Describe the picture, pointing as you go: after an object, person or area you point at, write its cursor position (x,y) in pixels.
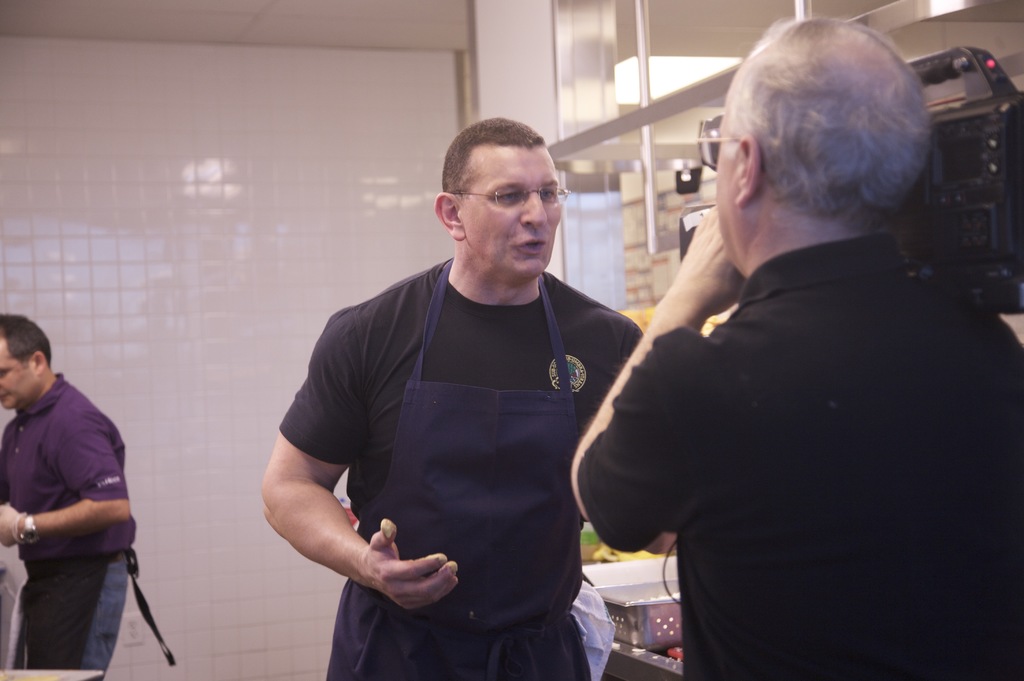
In this picture I can see few people (476,429) are standing, among them one person (880,201) is standing and holding camera (938,214).
